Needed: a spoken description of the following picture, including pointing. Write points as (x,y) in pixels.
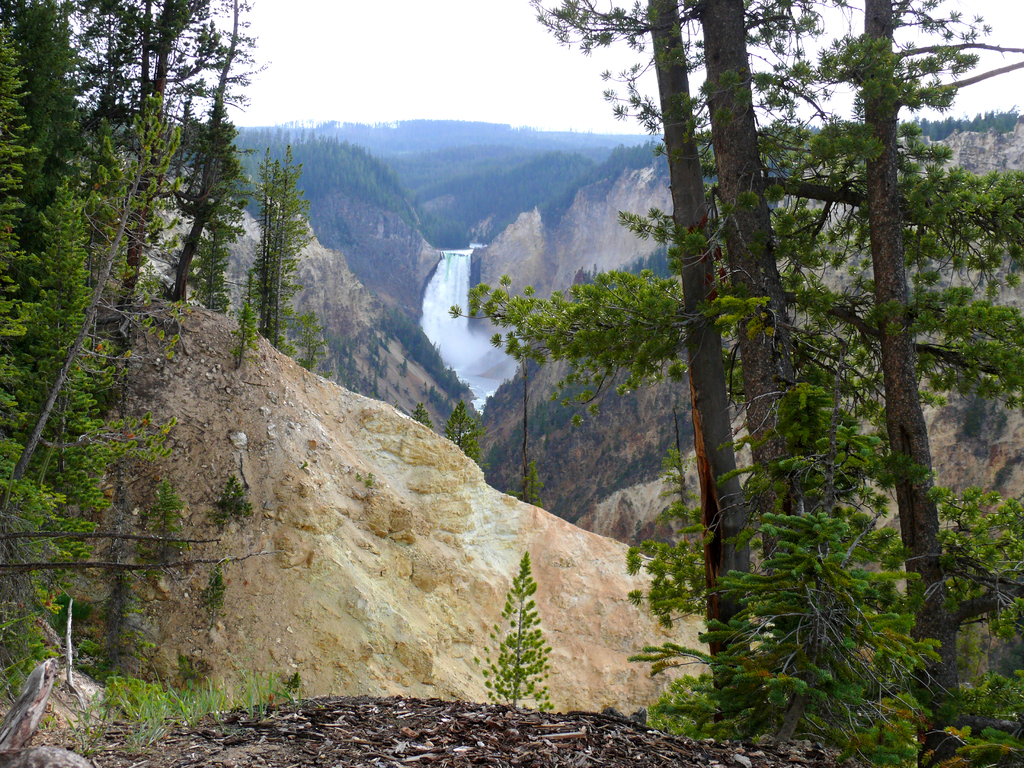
In this picture I can observe some trees (220,247). In the middle of the picture (449,290) there is a waterfall (454,320). I can observe hills (352,252) in this picture. In the background (464,59) there is sky (386,72).
